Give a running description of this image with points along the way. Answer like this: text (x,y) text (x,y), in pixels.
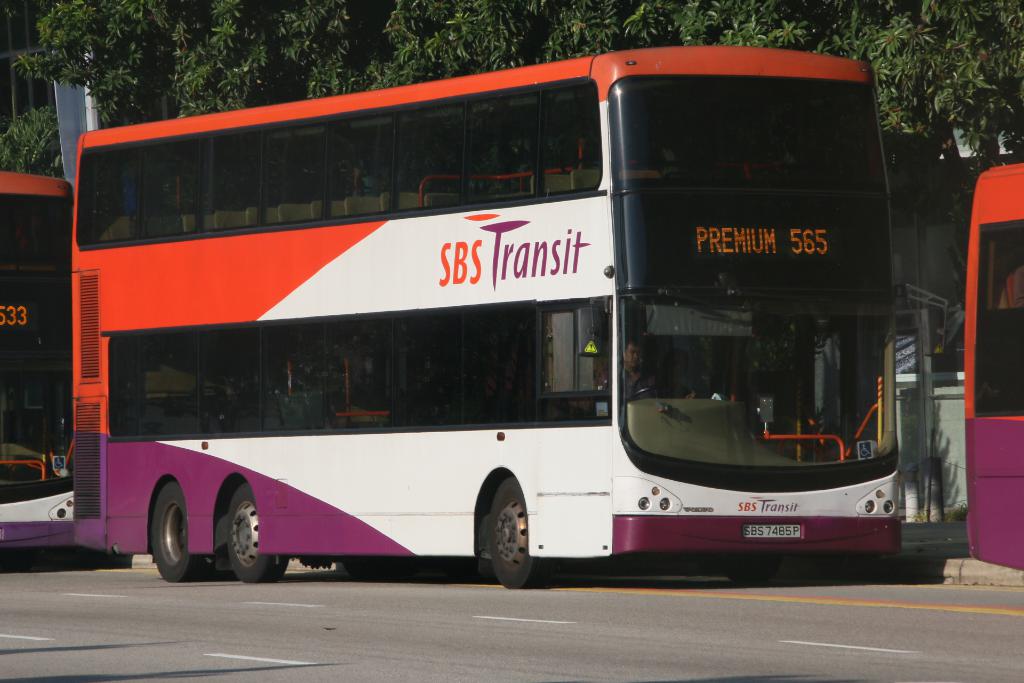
In the foreground of this image (622,256), there is a bus (440,465) on the road (349,589). On either side, there are truncated buses (990,375). At the top (513,4), there are trees (264,44).
